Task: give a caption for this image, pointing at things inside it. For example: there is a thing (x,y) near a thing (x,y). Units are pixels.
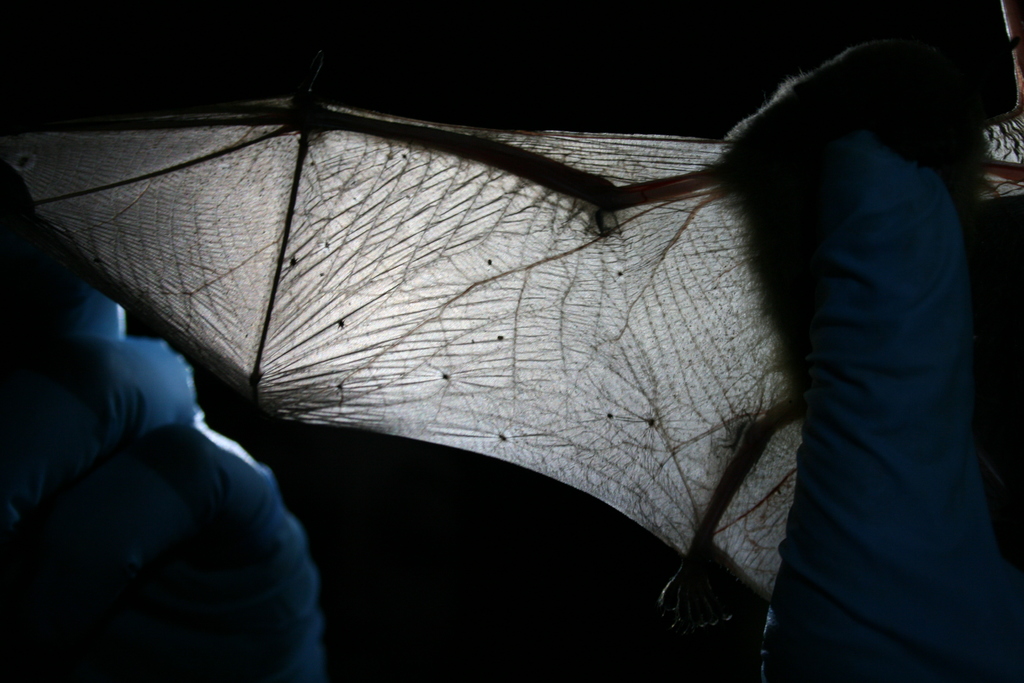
There is an object (506,269) being held in the hands (273,564) of a person (137,505) with blue gloves (194,544).
